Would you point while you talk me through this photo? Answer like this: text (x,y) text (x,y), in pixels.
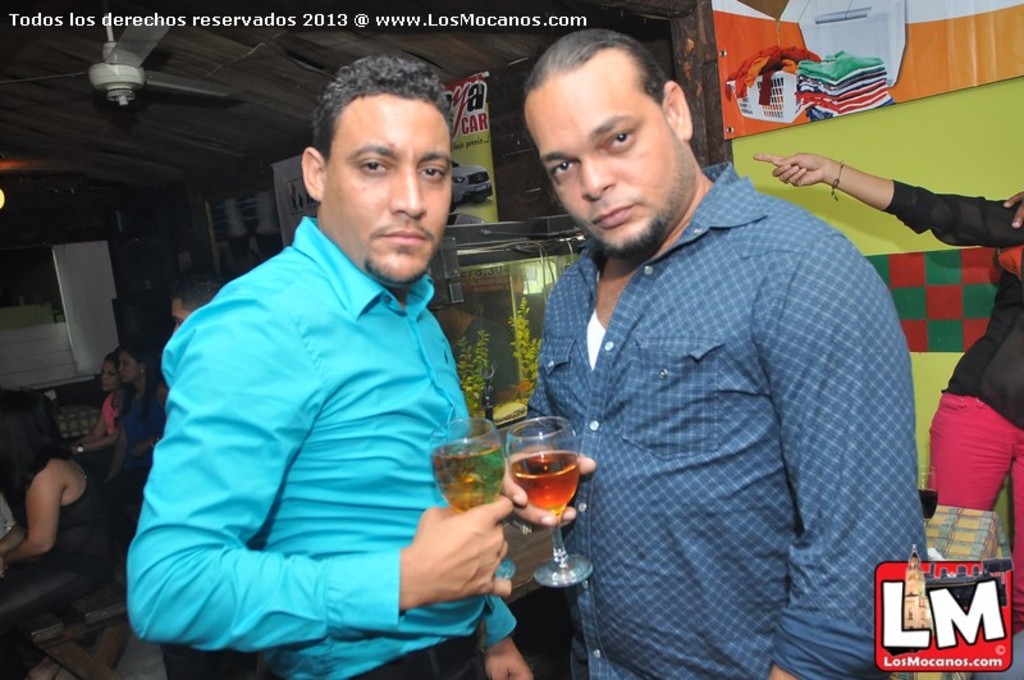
There are two men (474,557) standing and holding glass (516,473) in each of their hand (475,541). In the background (142,68) there is a fan (128,84), few people (58,558) sitting on the chair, hoardings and banners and plants (534,352).
